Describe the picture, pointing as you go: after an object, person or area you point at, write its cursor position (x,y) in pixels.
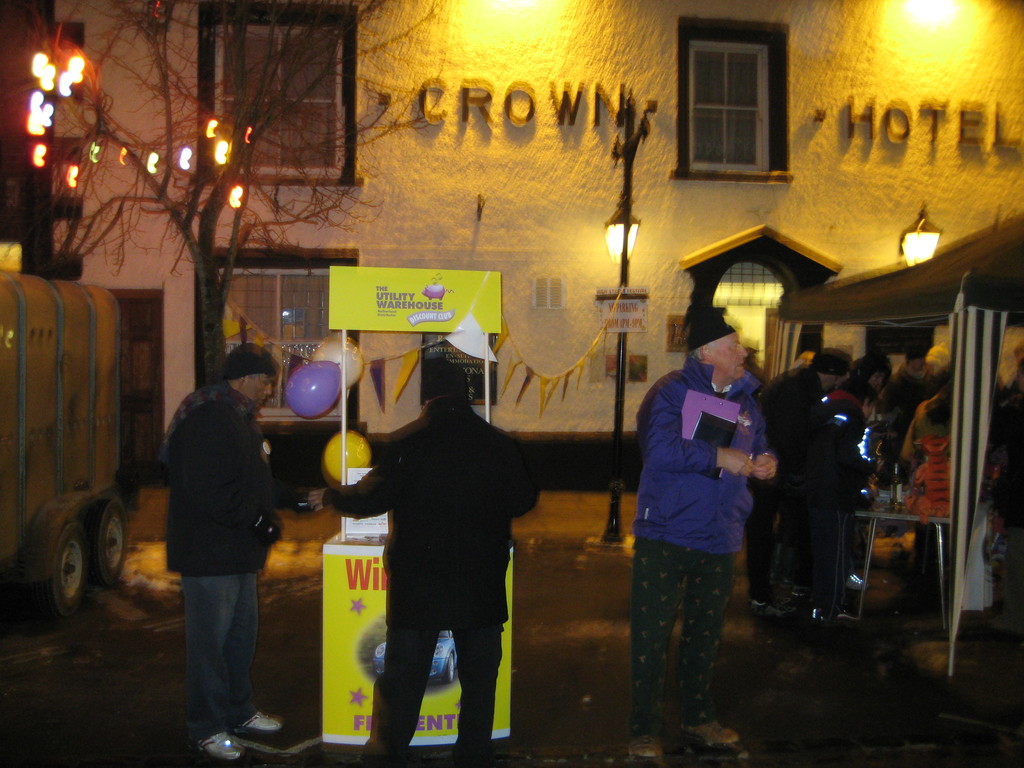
In this image there are group of persons (207,444) standing. In the background (404,199) there is a building (529,195) and there are windows (696,119) on the building (451,168) and on the wall (539,163) of the building (530,136) there is some text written and in front of the building (552,149) there is a tree (214,223) and there are poles (628,262). On the right side (971,282) there is a tent (979,383). On the left side (52,409) there is a vehicle (62,420). In the center (364,477) there is a board (366,580) with some text (366,580) written on it and there are balloons (321,393).
